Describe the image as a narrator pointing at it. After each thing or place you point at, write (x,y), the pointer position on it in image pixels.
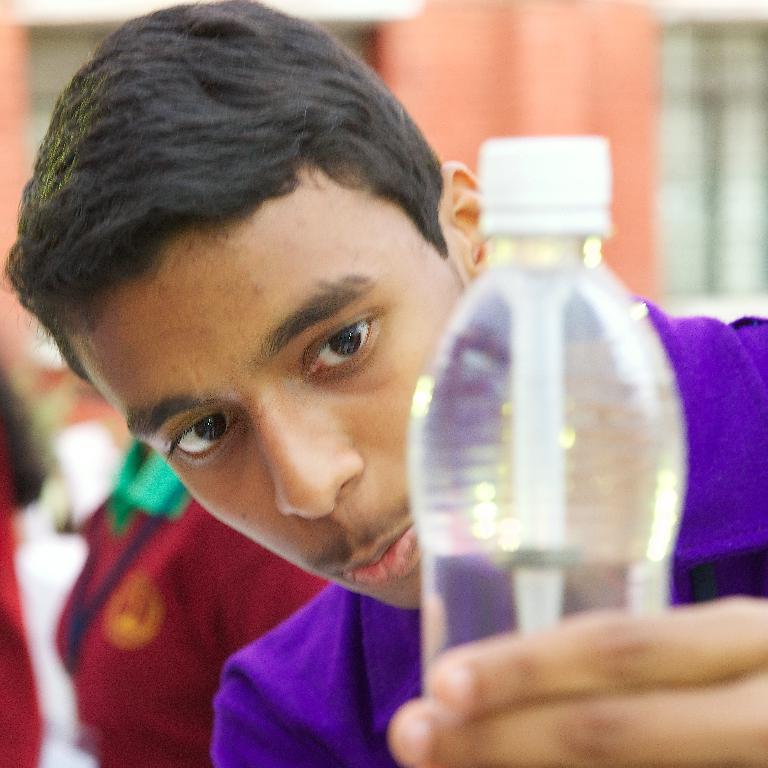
In this picture there is a boy (684,725), holding a water bottle (441,542) in his left hand (573,632) and he is looking at the water bottle (453,550) and in the background (95,608) as some people (178,574) and there is a building (673,78).
